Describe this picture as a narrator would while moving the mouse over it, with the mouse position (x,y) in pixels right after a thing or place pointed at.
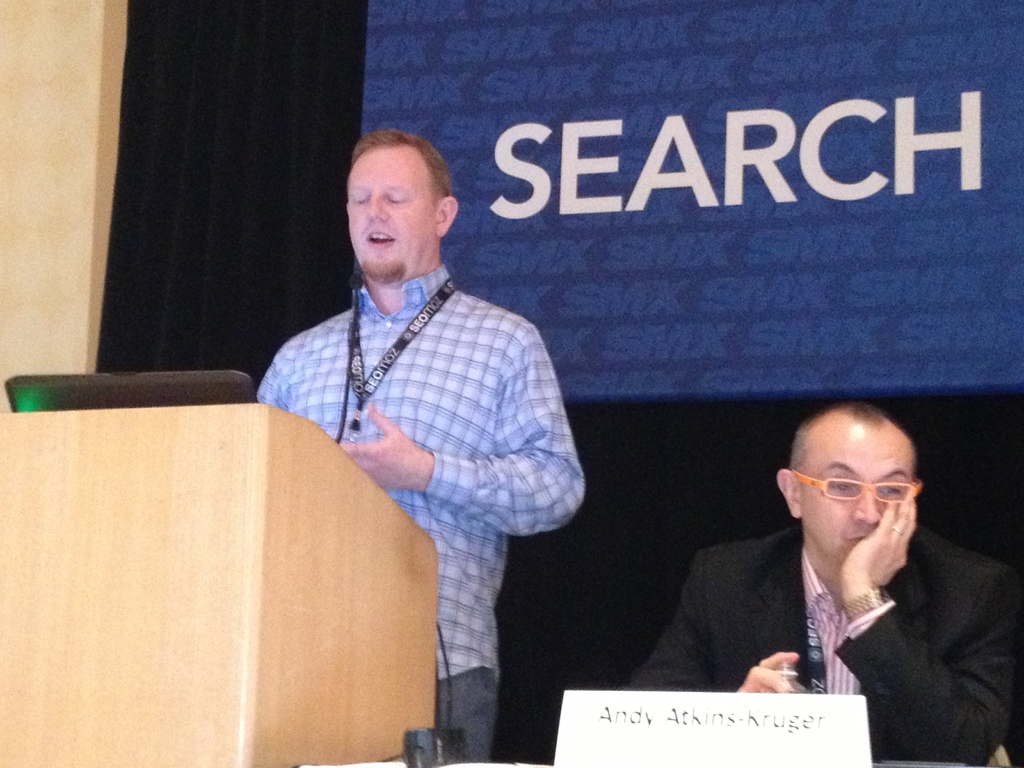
In this image we can see a man (912,487) sitting on a chair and he is on the right side (907,549). He is wearing a suit (981,701) and he is holding a bottle (784,676) in his hand (773,687). Here we can see the name plate board (682,766) on the table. Here we can see a man (338,405) standing on the stage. He is wearing a shirt (448,381) and he is speaking on a microphone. Here we can see the wooden podium (99,551). Here we can see a laptop (228,392) on the wooden podium (317,479). In the background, we can see the screen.
